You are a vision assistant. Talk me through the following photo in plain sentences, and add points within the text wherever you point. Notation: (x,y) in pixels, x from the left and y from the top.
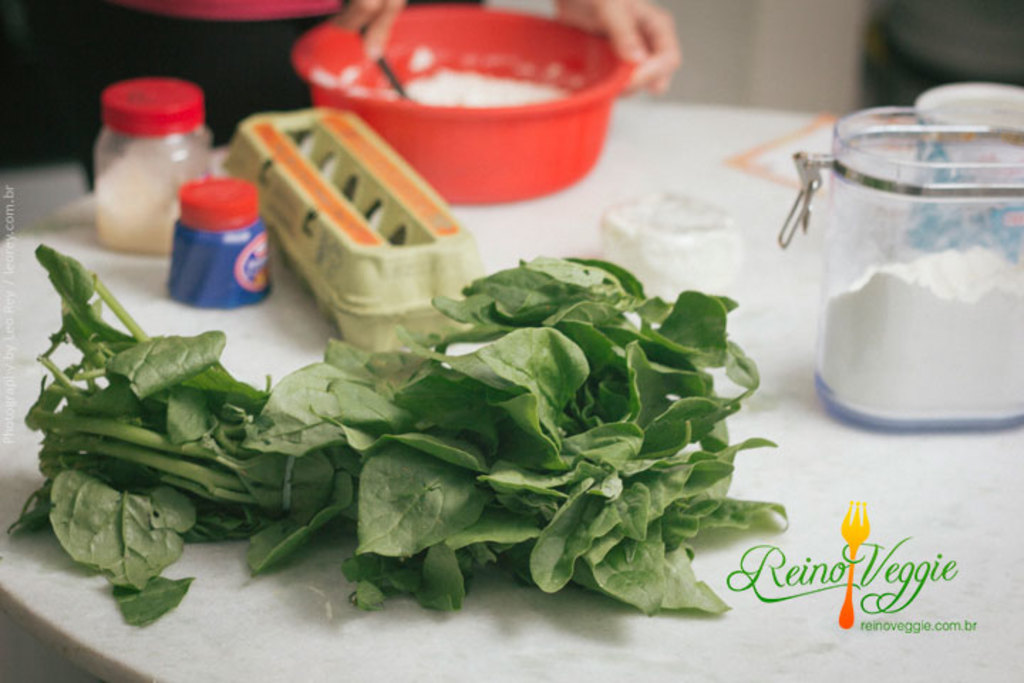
This image consists of a leafy vegetable (329,440) kept on a table (385,602). And there are small bottles (122,163) along with an egg tray (387,232). To the right (935,283), there is a salt bottle (905,346).
